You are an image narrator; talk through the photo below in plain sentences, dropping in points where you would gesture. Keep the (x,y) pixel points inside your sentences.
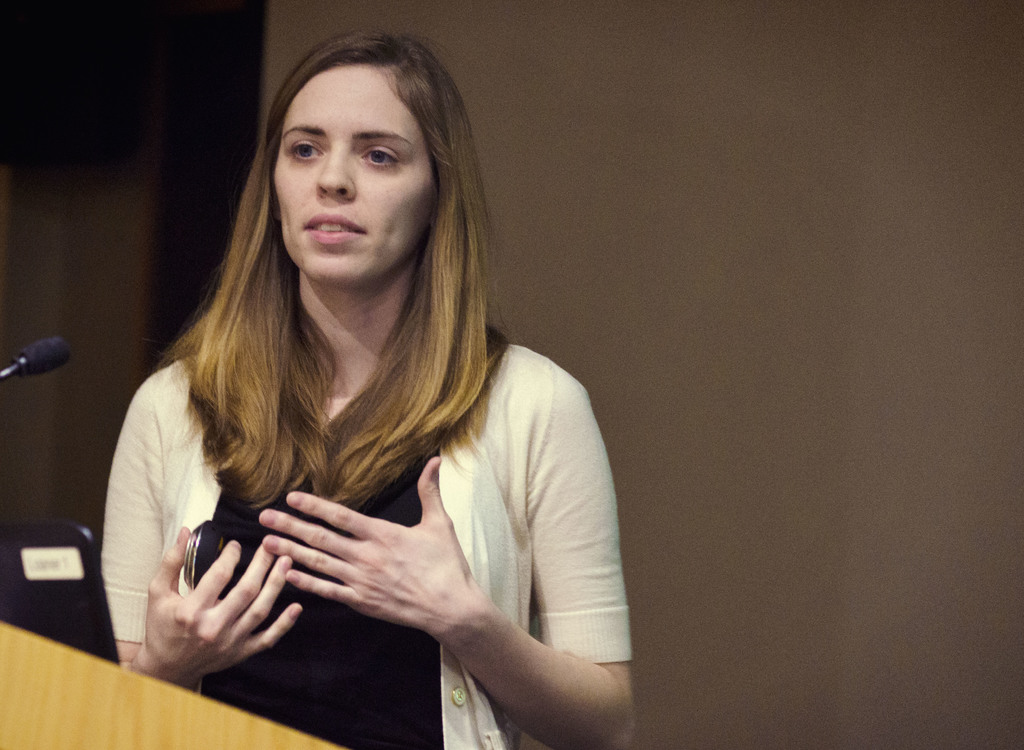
In this picture there is a lady (449,225) on the left side of the image (338,116) and there is a desk (83,663) and a mic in front of her.
